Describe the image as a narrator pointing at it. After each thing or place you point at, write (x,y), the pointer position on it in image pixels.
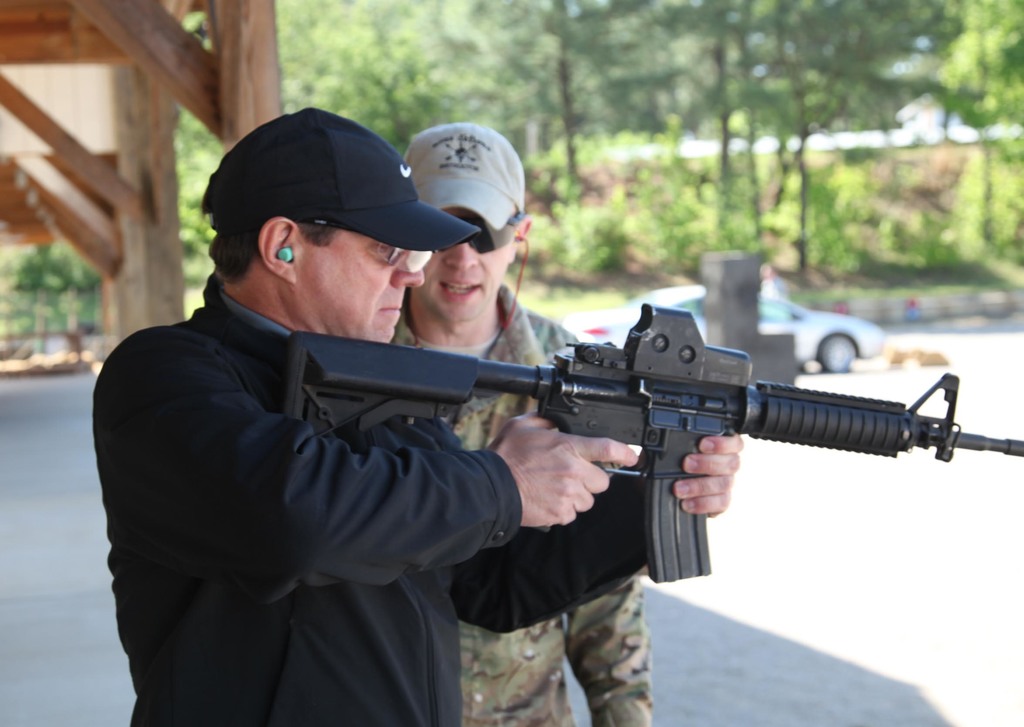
In this image I see 2 men (293,275) in which this man (442,150) is wearing army uniform (542,670) and this man (261,489) is wearing black color dress (202,510) and I see that both of them are wearing caps (256,147) and I see that this man (261,355) is holding a gun (554,421) in his hand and I see the path (13,423). In the background (603,111) I see a car (675,300) over here and I see number of trees (672,143) and I see the wooden things (156,115) over here.
